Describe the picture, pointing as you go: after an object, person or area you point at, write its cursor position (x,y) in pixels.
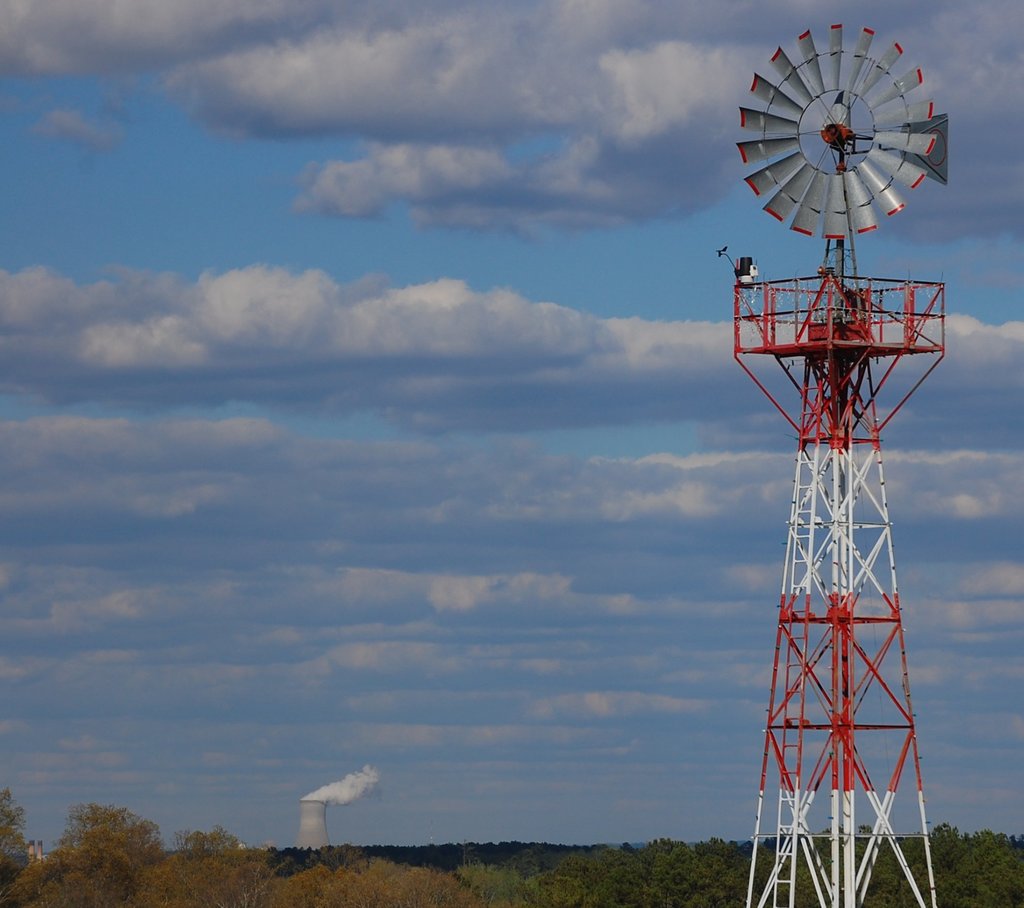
In this picture we can see a clear blue sky (370,252) with clouds (99,502), trees (184,865) and smoke (356,779). This is a windmill (836,309).
